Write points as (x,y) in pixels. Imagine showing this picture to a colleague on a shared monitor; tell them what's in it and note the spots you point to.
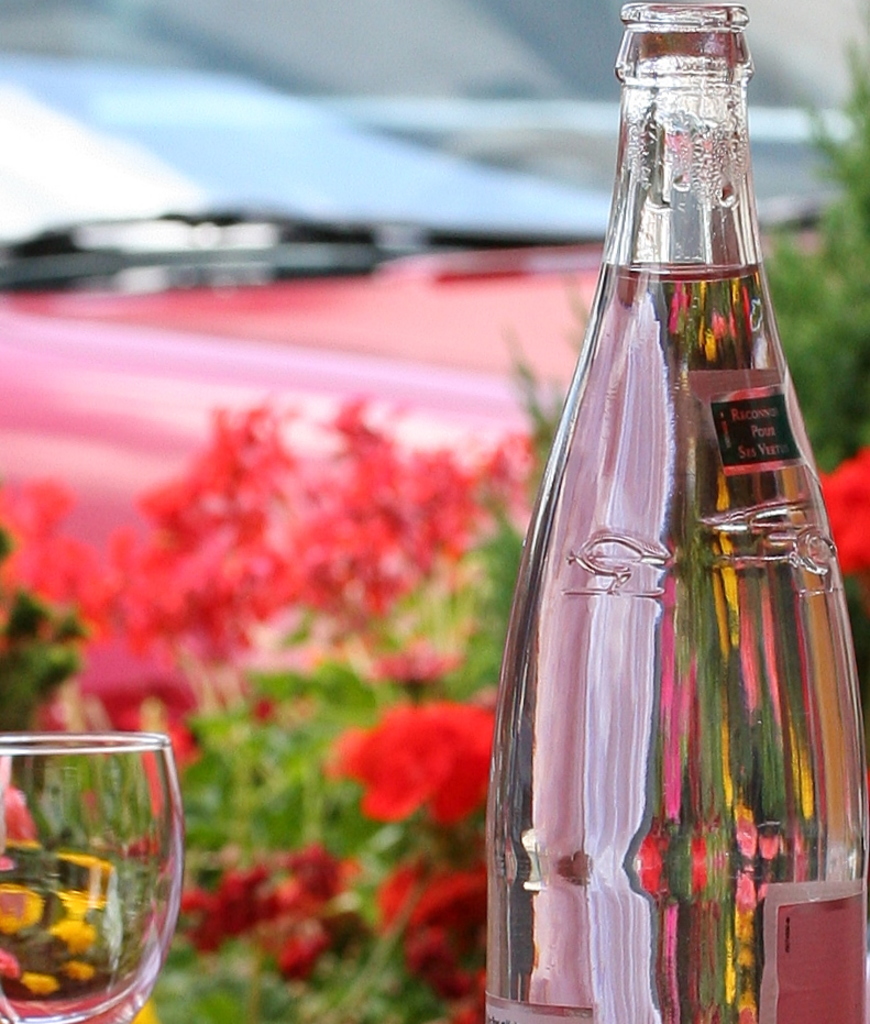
This picture is highlighted with a bottle (621,433) with a liquid (675,655) in it and a drinking glass (84,926). Here we can see flower plants (389,757).
